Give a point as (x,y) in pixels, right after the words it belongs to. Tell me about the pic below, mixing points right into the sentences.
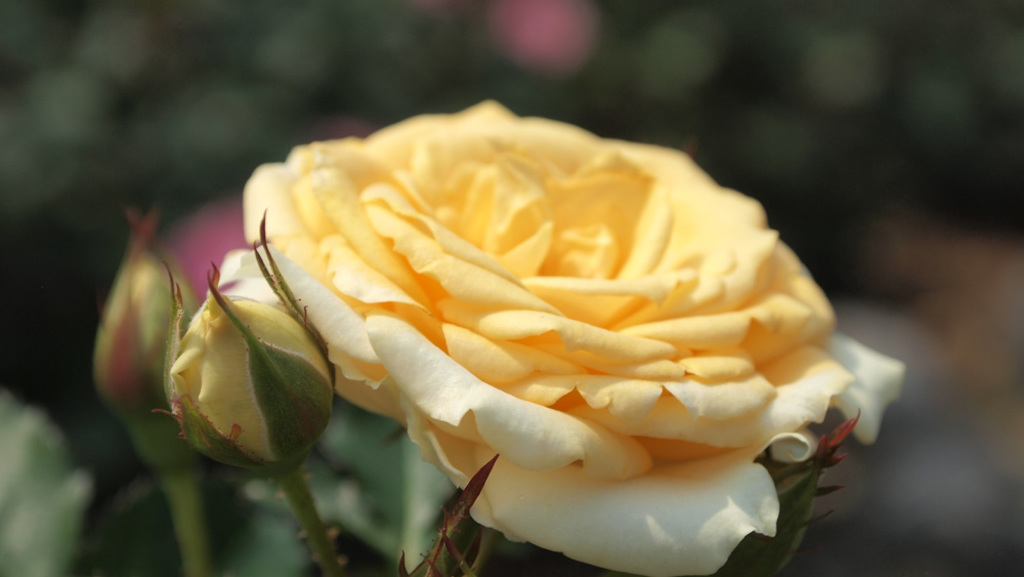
In this image there are plants (199,544) having flowers (346,392) and buds (113,388). Background (60,239) is blurry.
